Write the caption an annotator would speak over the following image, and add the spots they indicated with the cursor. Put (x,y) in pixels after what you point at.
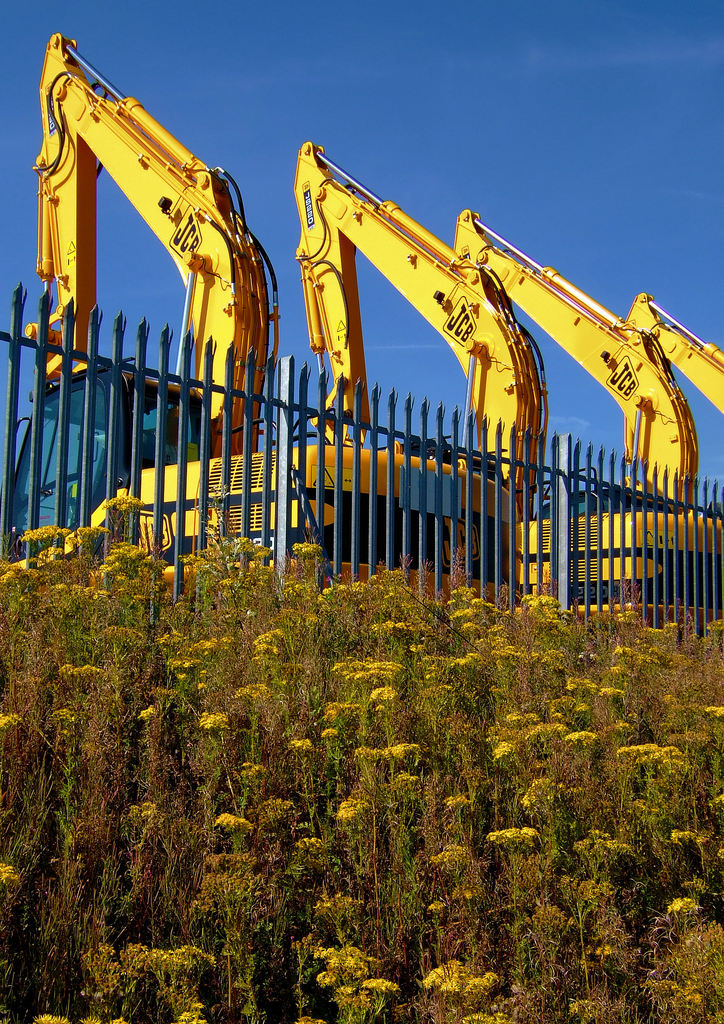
In this image we can see few vehicles (345,428). In front of the vehicle (294,519) we can see a fence (269,494) and a group of plants (320,733). At the top (545,88) we can see the sky (586,180).
